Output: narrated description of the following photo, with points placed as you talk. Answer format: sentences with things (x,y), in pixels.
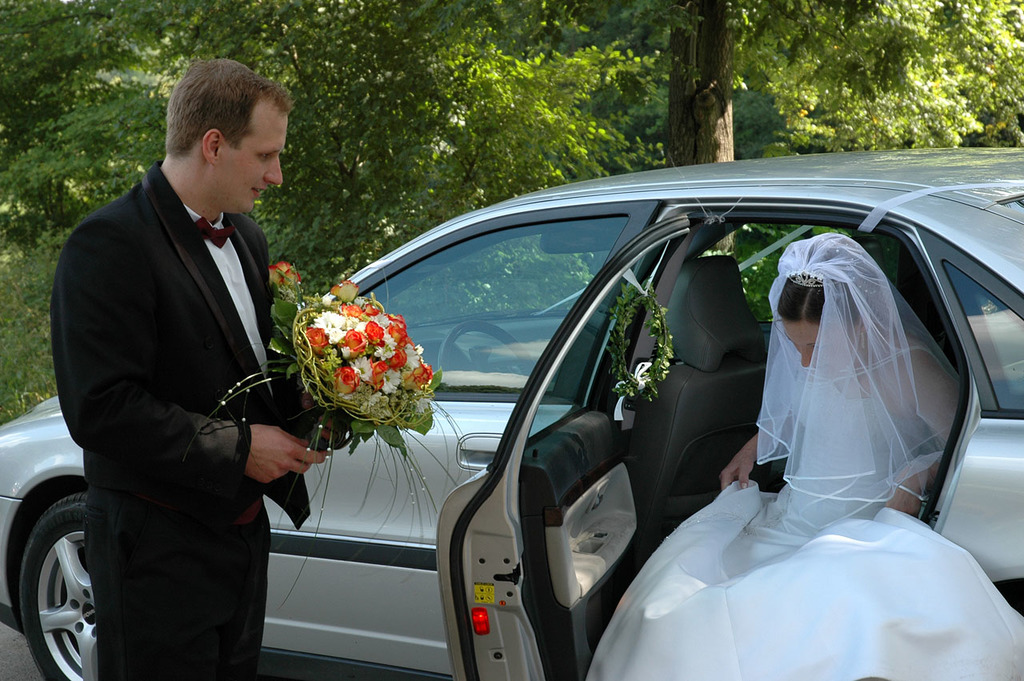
In this image we can see a man (160,397) wearing black blazer (202,482) is holding a bouquet (314,411) in his hands (300,446) and a woman (872,604) wearing white dress (844,604) is getting down of car (983,549). There are trees (911,88) in the background (710,86).
